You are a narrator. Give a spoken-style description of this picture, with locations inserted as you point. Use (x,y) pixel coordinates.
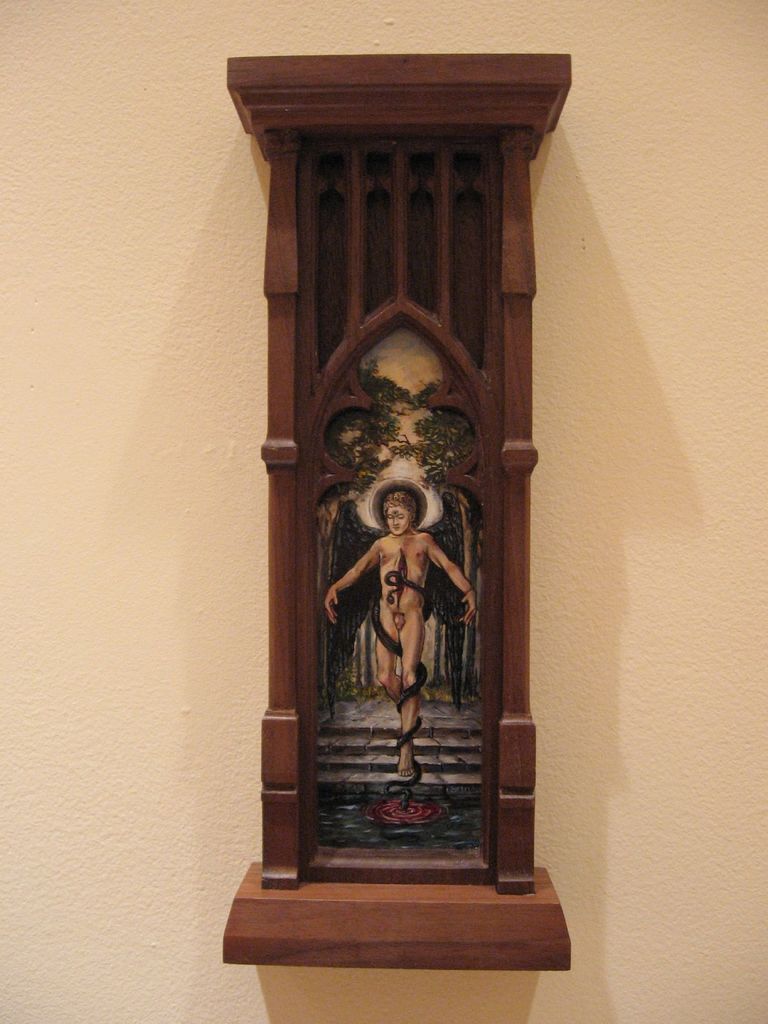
In this picture I can see a board (478,306) attached to the wall (170,414), there is a painting (415,638) of a person (384,666) in it.
